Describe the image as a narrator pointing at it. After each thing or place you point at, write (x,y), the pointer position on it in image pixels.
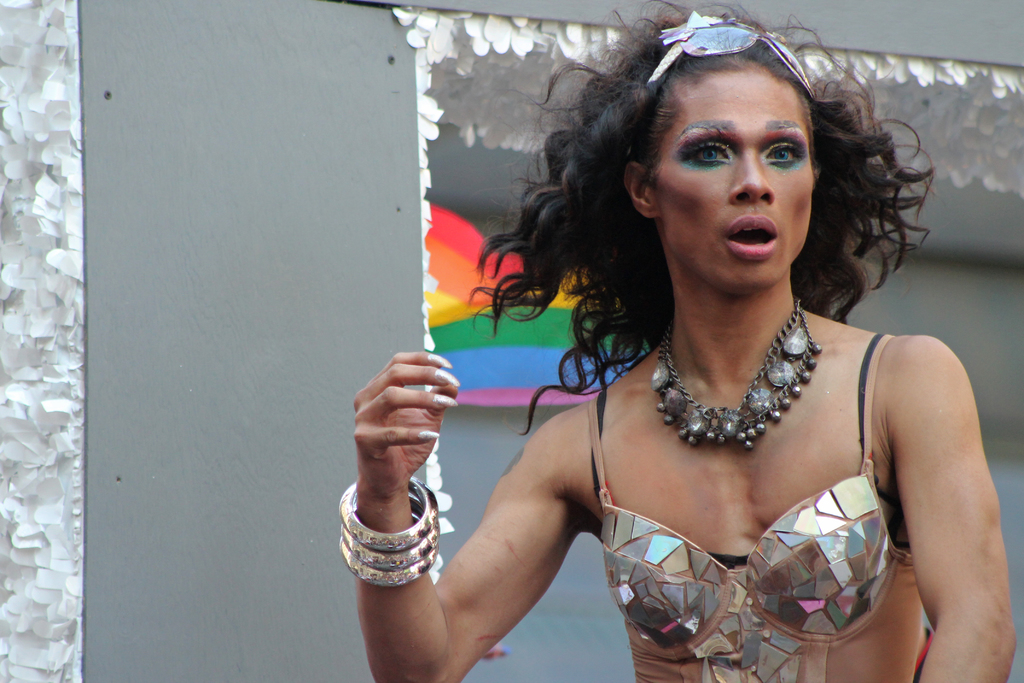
In this image we can see a woman (746,356) standing. On the backside (332,251) we can see some decorative papers (426,251) on a wall (372,245).
